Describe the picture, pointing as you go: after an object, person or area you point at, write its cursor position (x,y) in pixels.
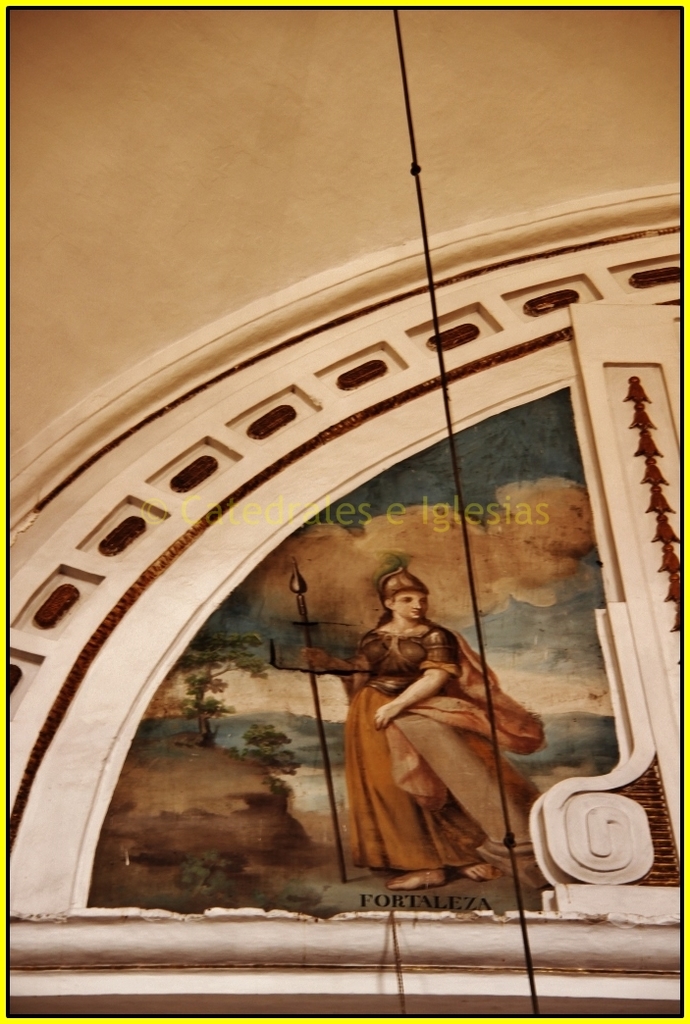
This image consists of a building (490,379). In the front (454,771), we can see a painting (515,743) on the wall (341,485).
